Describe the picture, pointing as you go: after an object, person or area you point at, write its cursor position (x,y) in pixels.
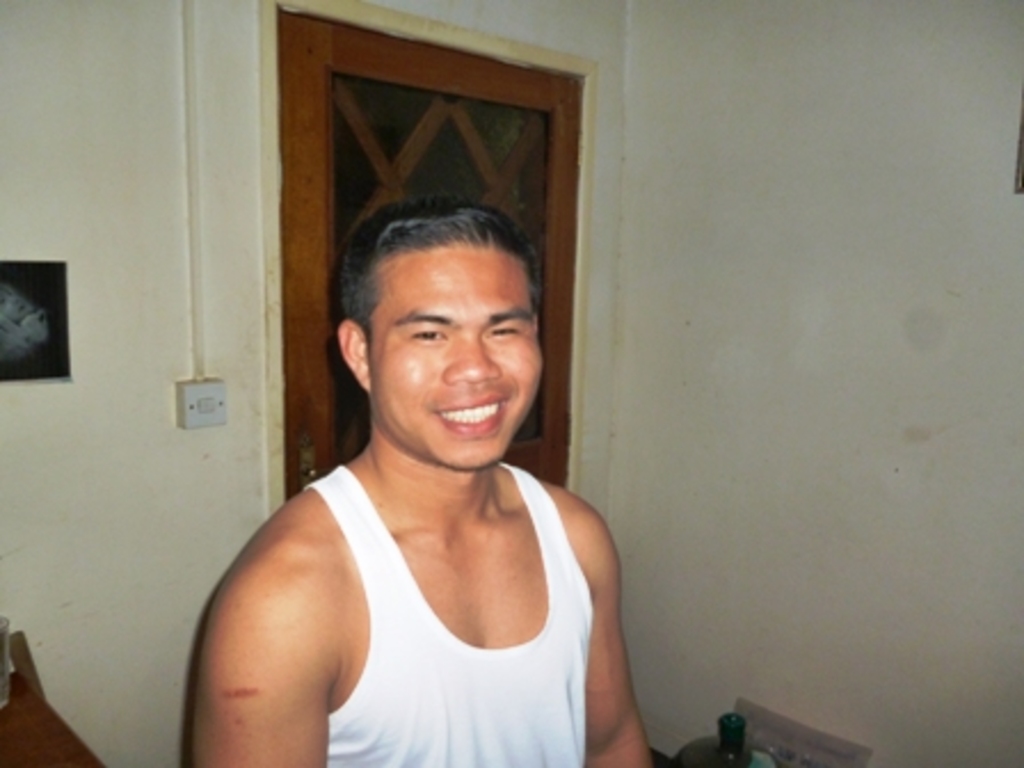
In the picture we can see a man (491,683) standing in the house (753,465) and smiling and behind him we can see a door (330,365) which is brown in color and beside it we can see a wall (209,561) with a switch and a photo frame (25,296).
